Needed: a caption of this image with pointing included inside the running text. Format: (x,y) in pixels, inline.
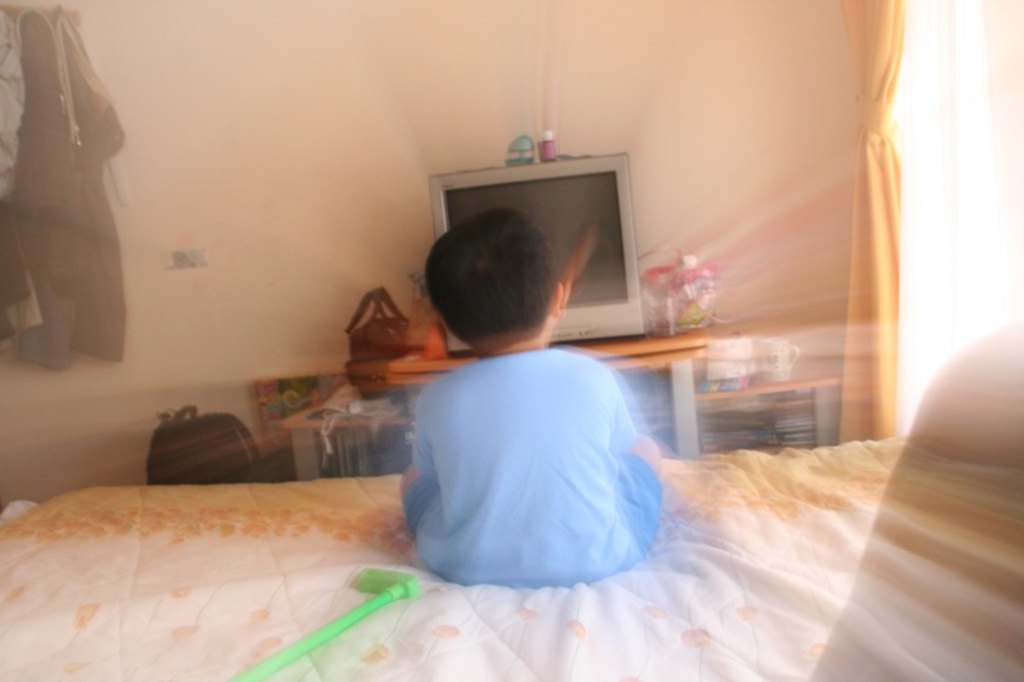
In this picture we can see child (478,465) sitting on bed (493,610) and in front of him we can see television (575,240), toys (692,297) on table (675,413), racks (742,397) with books (793,427) and here we can see wall (268,140), clothes (43,258), curtains (955,204), window (933,204).
